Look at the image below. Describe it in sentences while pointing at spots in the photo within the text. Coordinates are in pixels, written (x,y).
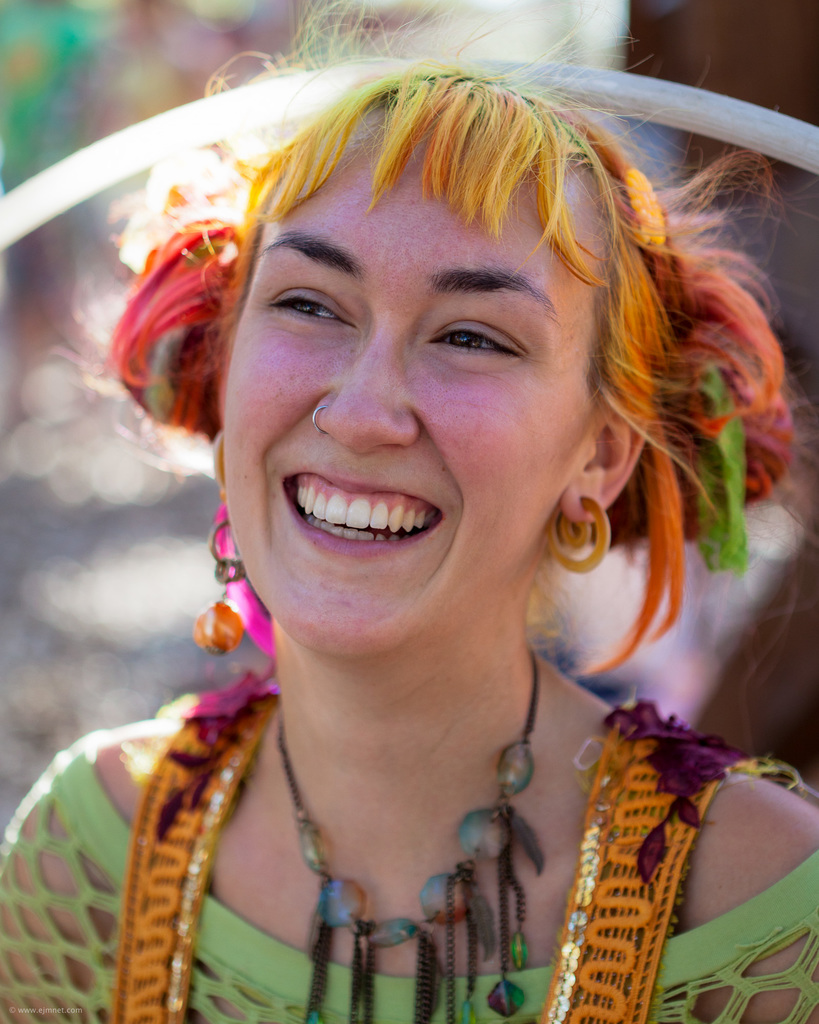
In the picture I can see a woman (357,547) is smiling. The woman (406,739) is wearing a necklace (485,923) and some other objects (210,639). The background of the image (95,508) is blurred.
